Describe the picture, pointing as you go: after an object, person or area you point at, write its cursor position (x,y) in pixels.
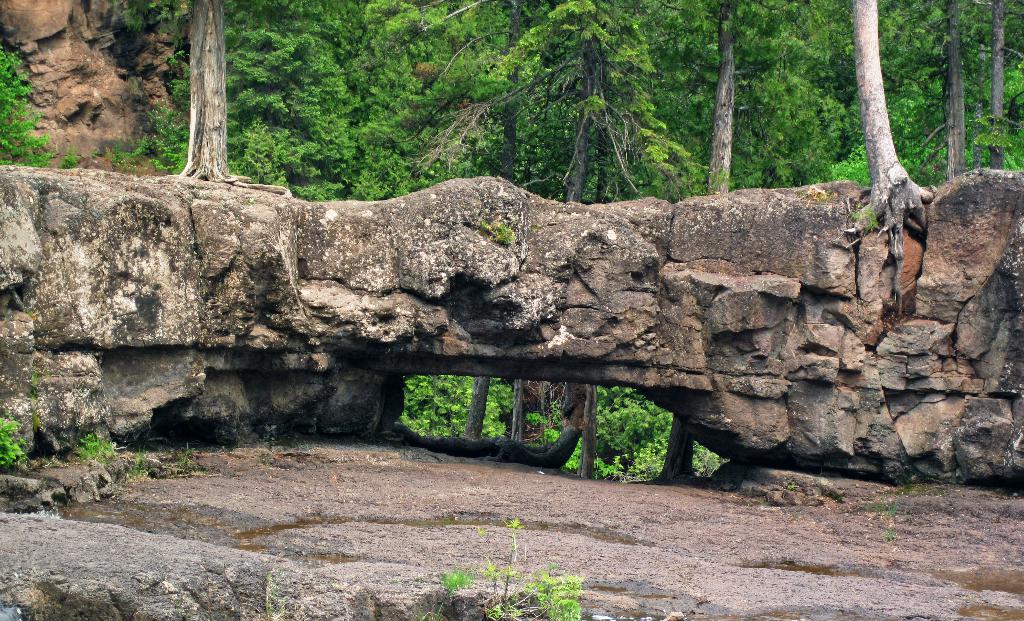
At the bottom of the picture (397,515) there is a stone construction (340,337). At the top (450,59) there are trees (342,70) and a rock (85,69). In the foreground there are plants (83,441).
